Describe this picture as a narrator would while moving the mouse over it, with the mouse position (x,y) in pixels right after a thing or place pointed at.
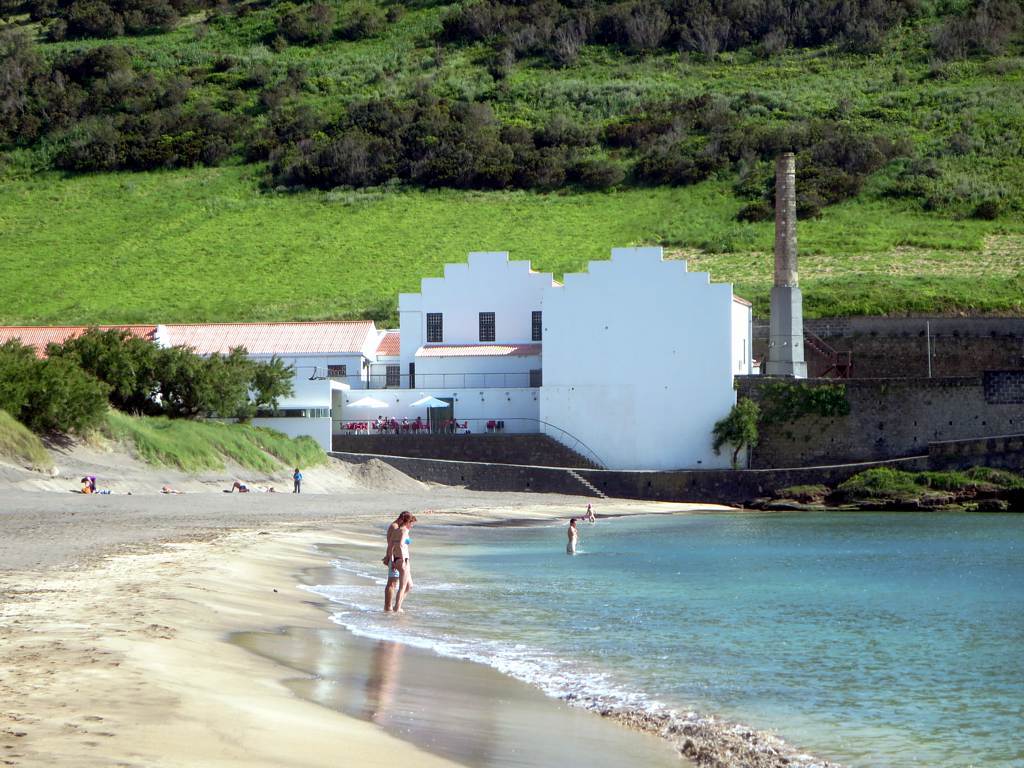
In this image I can see few people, trees (219,364), water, buildings (317,350), windows (492,319), stairs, wall (562,481) and trees (138,362).
